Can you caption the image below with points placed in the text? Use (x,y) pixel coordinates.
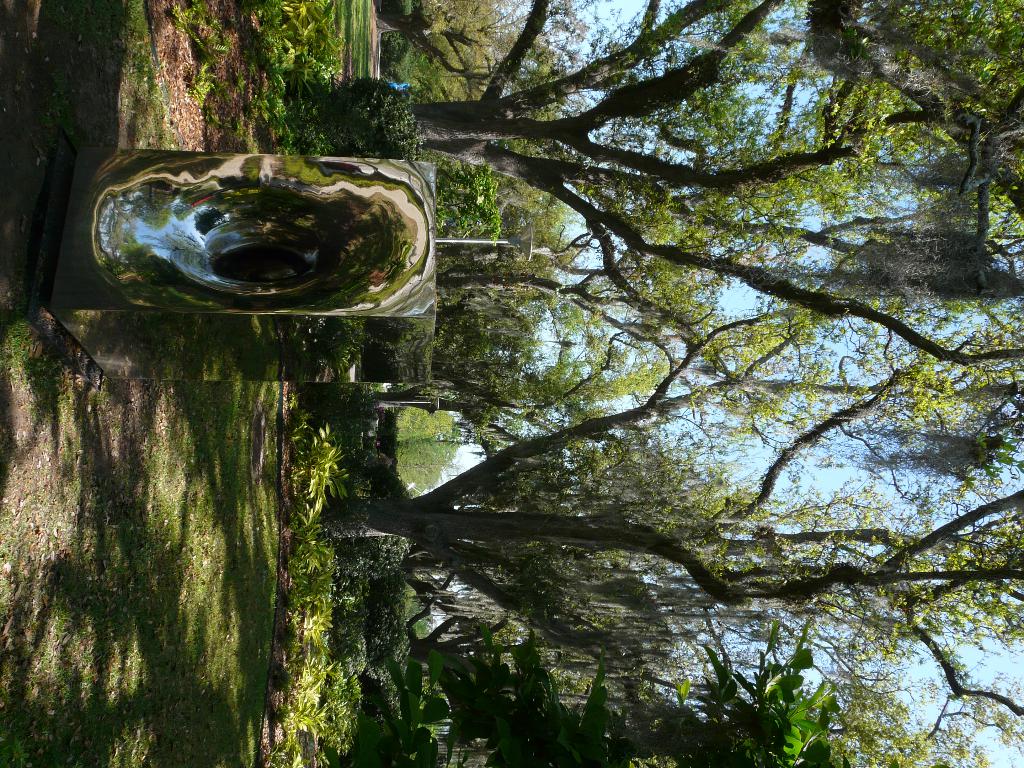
In the picture I can see some plants (345,424), trees (741,494) and in the background (712,419) there is clear sky (838,452).
